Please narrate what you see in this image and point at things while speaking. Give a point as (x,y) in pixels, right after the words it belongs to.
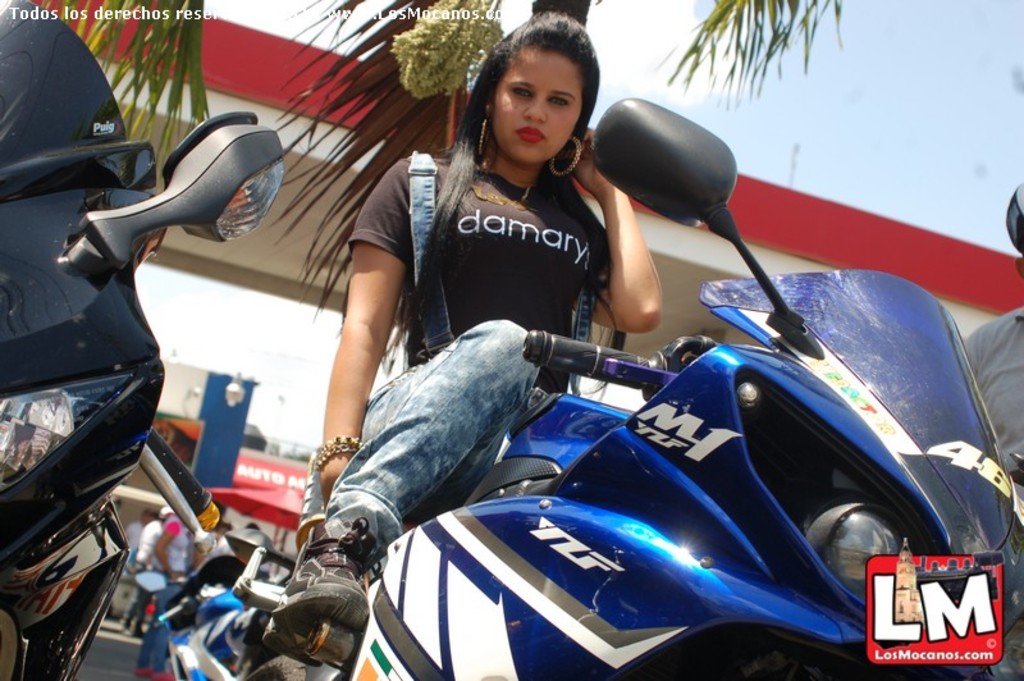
In this image a woman (578,46) is sitting on the blue colour bike (789,538) is wearing a brown colour shirt (475,275) and jeans (389,517) is also wearing shoes (339,588). At the left side (56,56) there is another bike (229,157). At the right side (995,382) there is a person (995,421). At the left bottom (178,559) there are few people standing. At the top of the image (945,110) there are few leaves (753,37) and sky (617,52) having some clouds (661,61).
